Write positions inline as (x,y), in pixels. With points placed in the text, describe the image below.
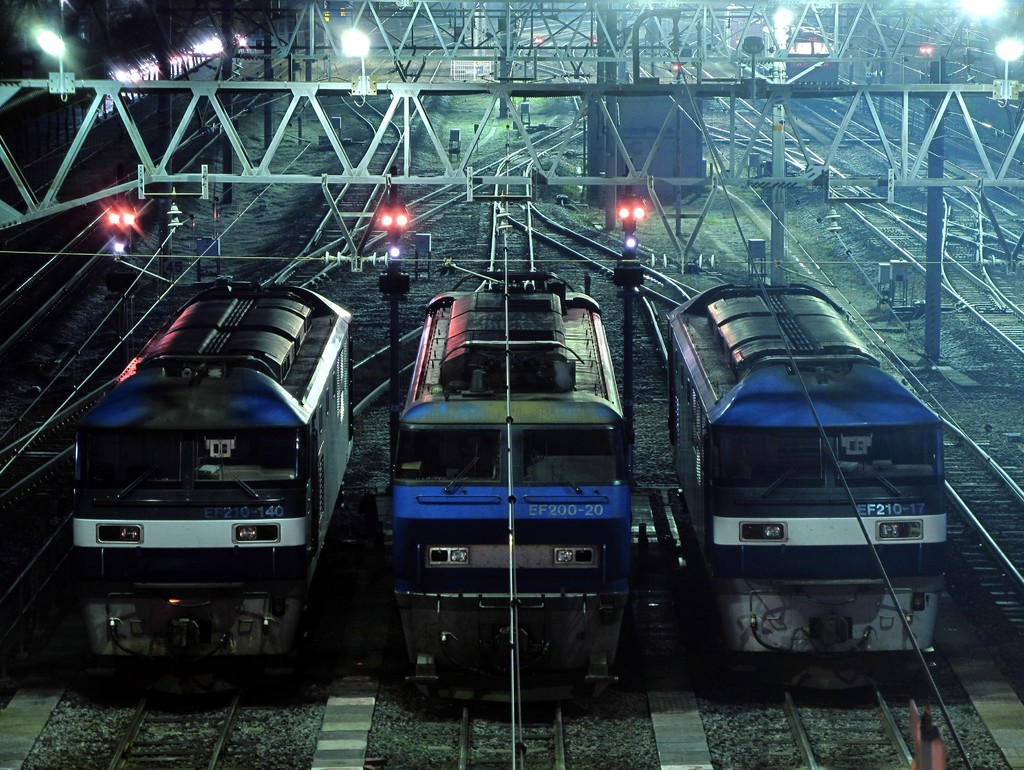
In this image we can see train engines (426,433). There are railway tracks (951,228), rods (333,177). To the left side of the image (255,630) there is a train (203,399). There are light poles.
